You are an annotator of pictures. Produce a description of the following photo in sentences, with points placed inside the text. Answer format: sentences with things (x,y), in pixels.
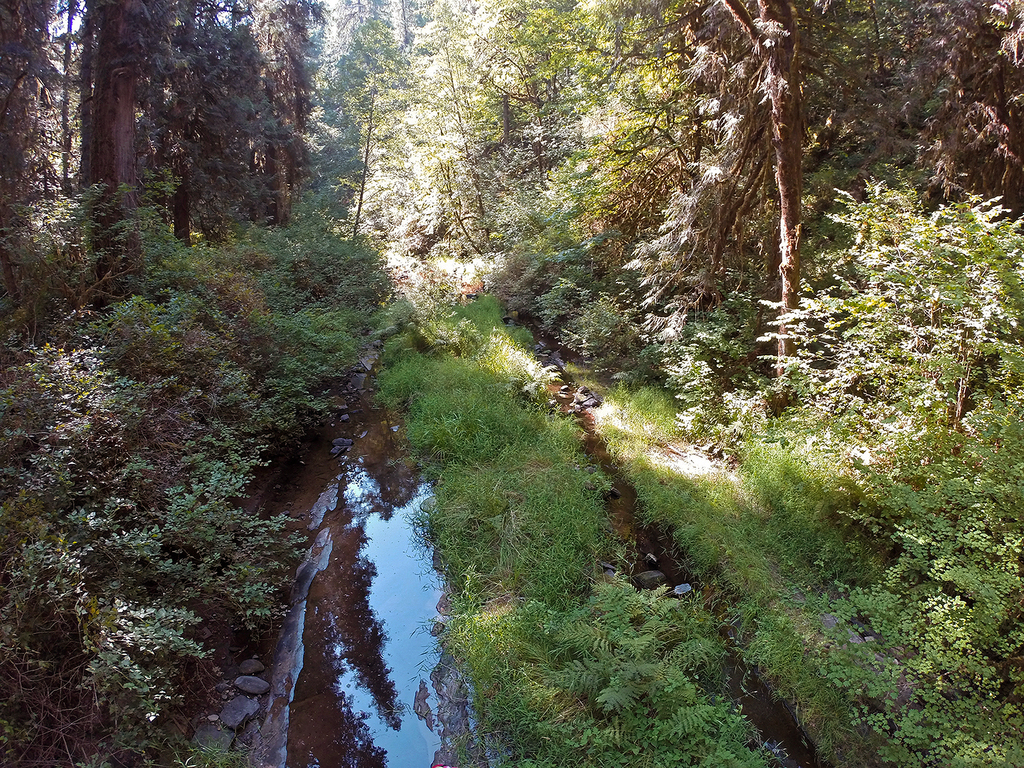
At the bottom of the image (471,525) on the ground (319,424) there is grass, water (319,593) and also there are small plants (244,307). In the image there are many trees (921,143).
